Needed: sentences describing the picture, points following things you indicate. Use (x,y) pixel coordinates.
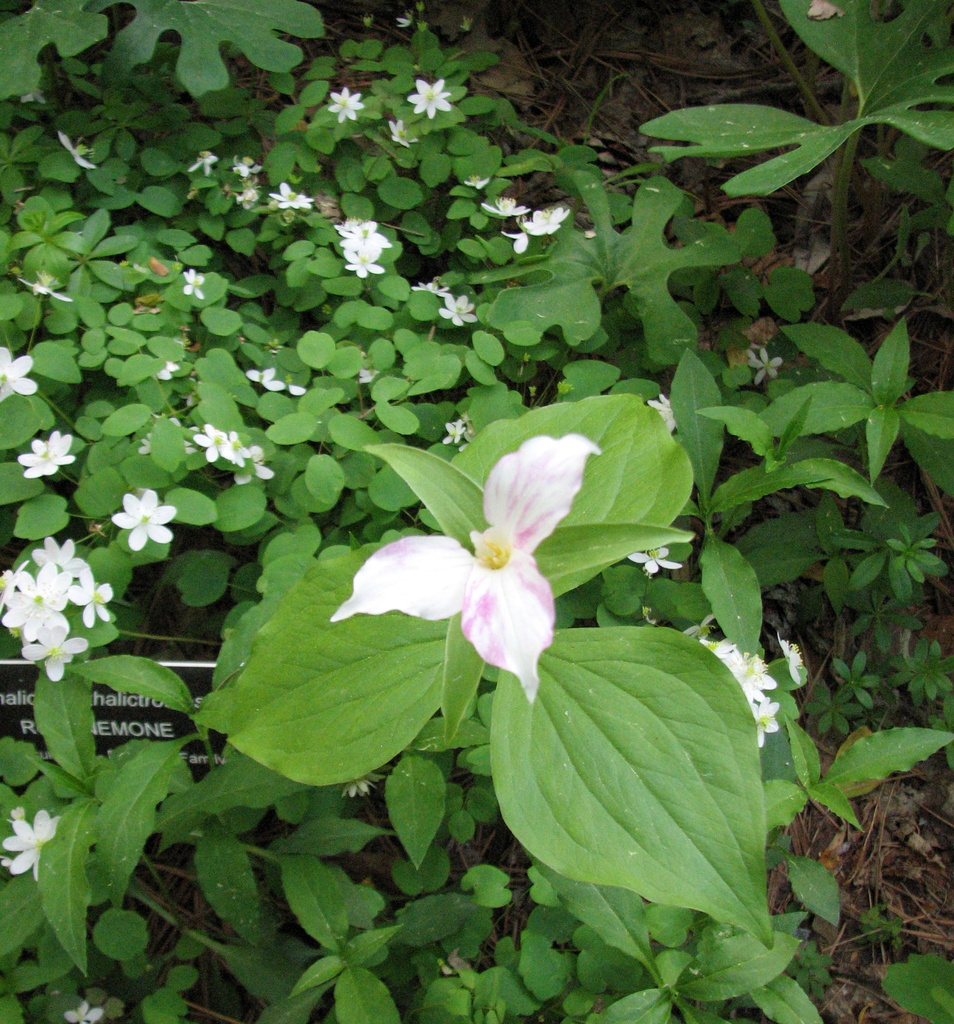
The picture consists of plants (556,422), flowers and dry grass (687,93).
